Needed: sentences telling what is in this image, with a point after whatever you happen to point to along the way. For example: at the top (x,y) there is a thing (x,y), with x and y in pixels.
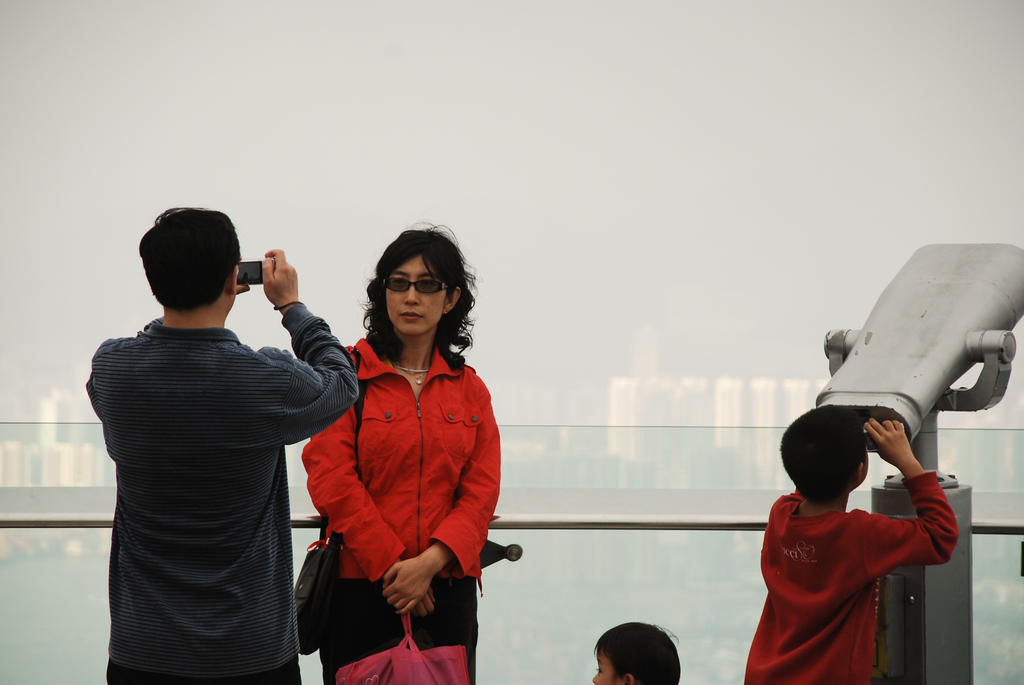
In the image there is a man (210,478) standing and holding an object (243,277) in his hand (271,277). In front of him there is a lady (387,384) with red jacket (392,482) is standing. On the right side of the image (785,598) there is a boy (846,590) with red t-shirt (839,547) is standing and holding the object (908,349) and seeing. And also there is a kid (626,642). Behind them there is a rod (84,519) and railing (984,537). And in the background (46,428) there are buildings (77,442).
